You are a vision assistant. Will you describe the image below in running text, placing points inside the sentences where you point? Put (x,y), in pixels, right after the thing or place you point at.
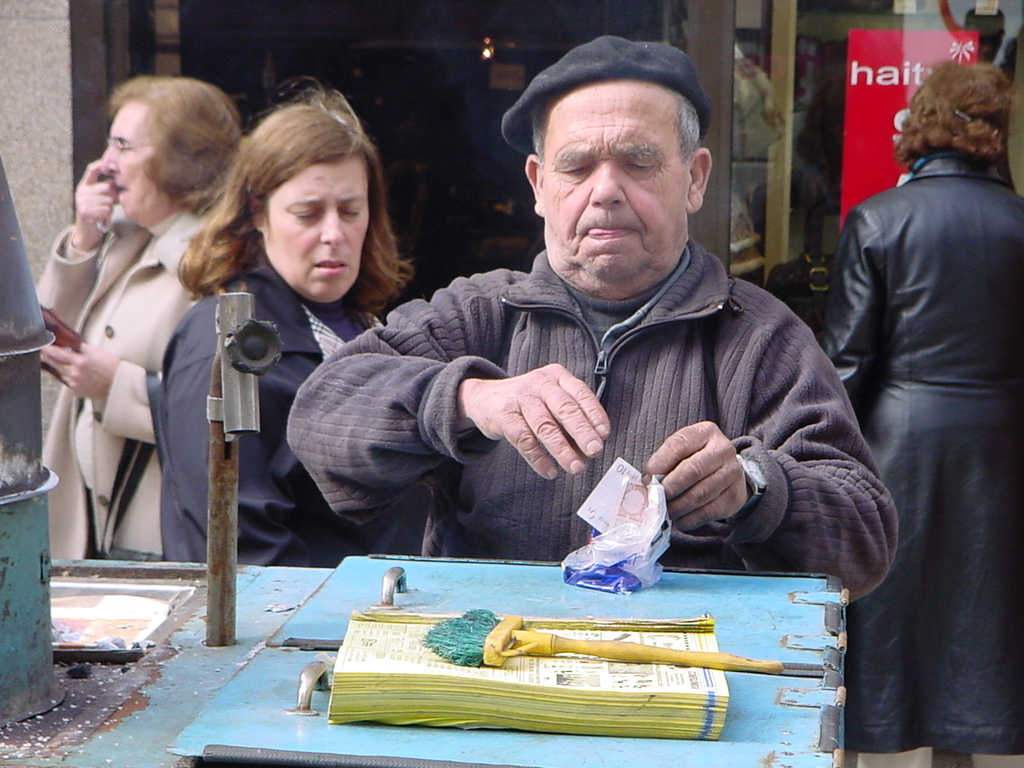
This picture describes about group of people (628,324), in the middle of the image (577,330) we can see a man (604,168), he wore a cap (604,57) and he is holding a paper (632,482) and a cover (608,560), in front of him we can see a metal rod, book (633,688) and a brush (509,632).
